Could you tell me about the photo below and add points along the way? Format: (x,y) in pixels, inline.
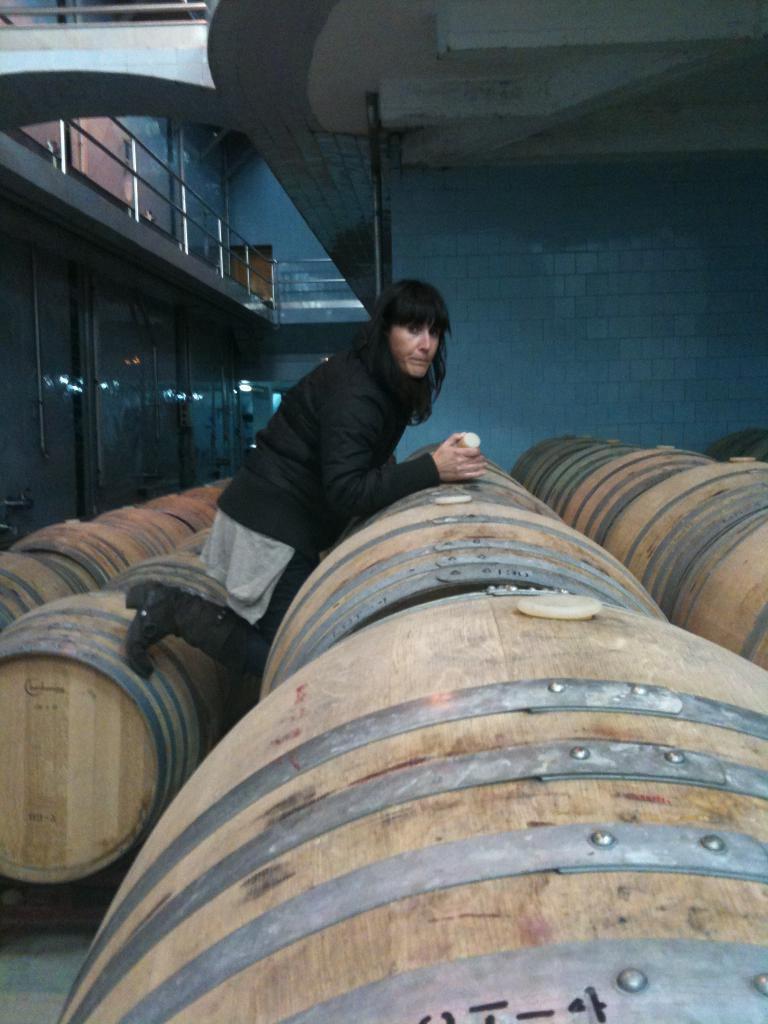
This is the picture of a lady (239,590) in black dress (274,431) who is in between the drum like things (151,530).
